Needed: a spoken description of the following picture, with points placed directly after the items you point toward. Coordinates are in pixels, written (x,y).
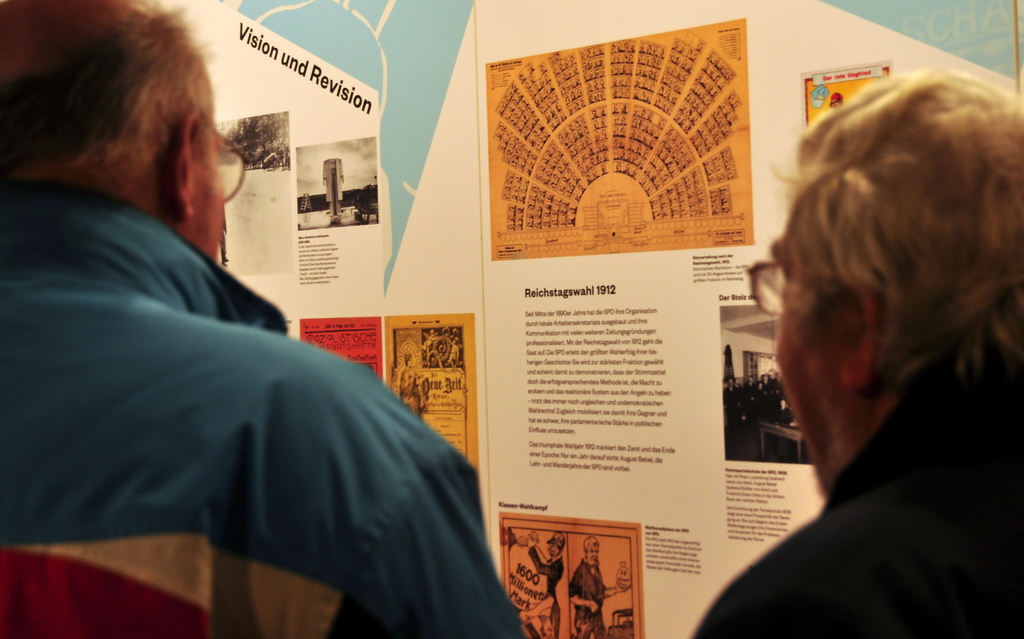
In this image, we can see two people (453,527). Background (438,238) there is a banner (544,334) with some text (522,604) and images (505,560).
